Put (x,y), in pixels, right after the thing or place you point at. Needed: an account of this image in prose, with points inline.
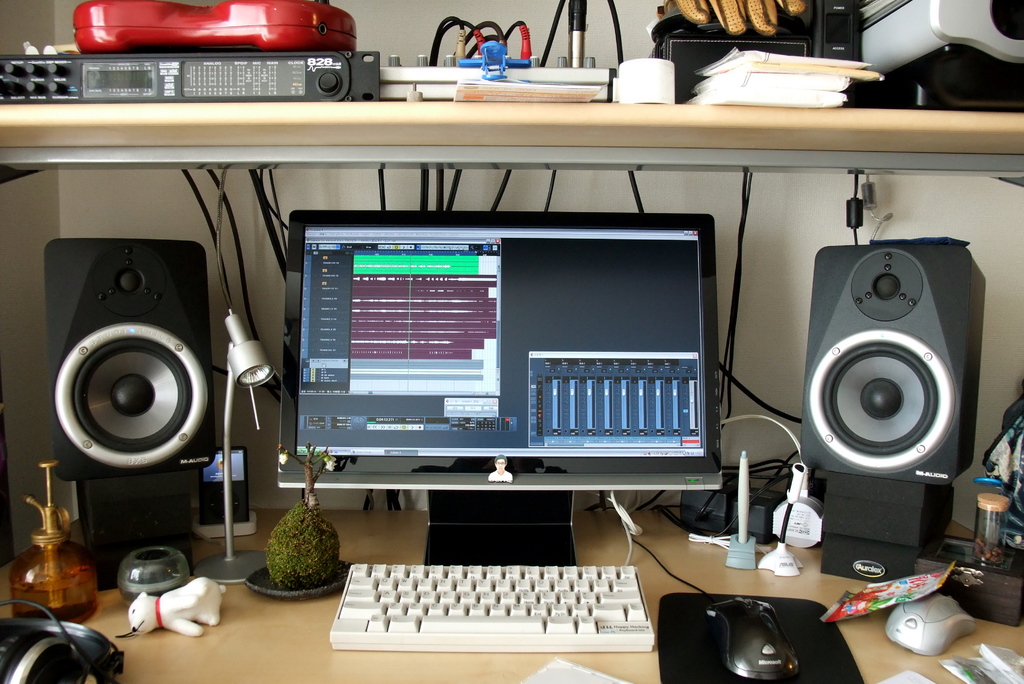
In this image there is a computer (671,229), speakers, lamp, plant (310,557), keyboard (639,584), mouse (728,616), mouse pad (788,628), wires (751,399), books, toy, head phones (21,626) on the table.
